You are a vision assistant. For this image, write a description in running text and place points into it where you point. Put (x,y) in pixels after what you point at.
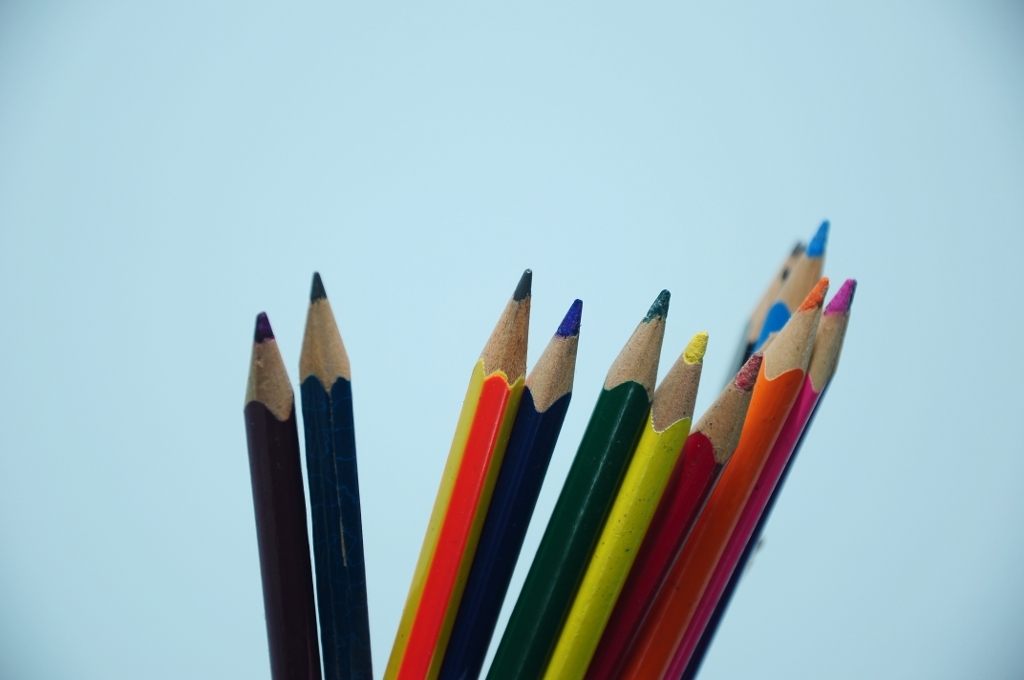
In the picture we can see different colors of pencils (586,585) and the background of the image (97,605) is in light blue color.
